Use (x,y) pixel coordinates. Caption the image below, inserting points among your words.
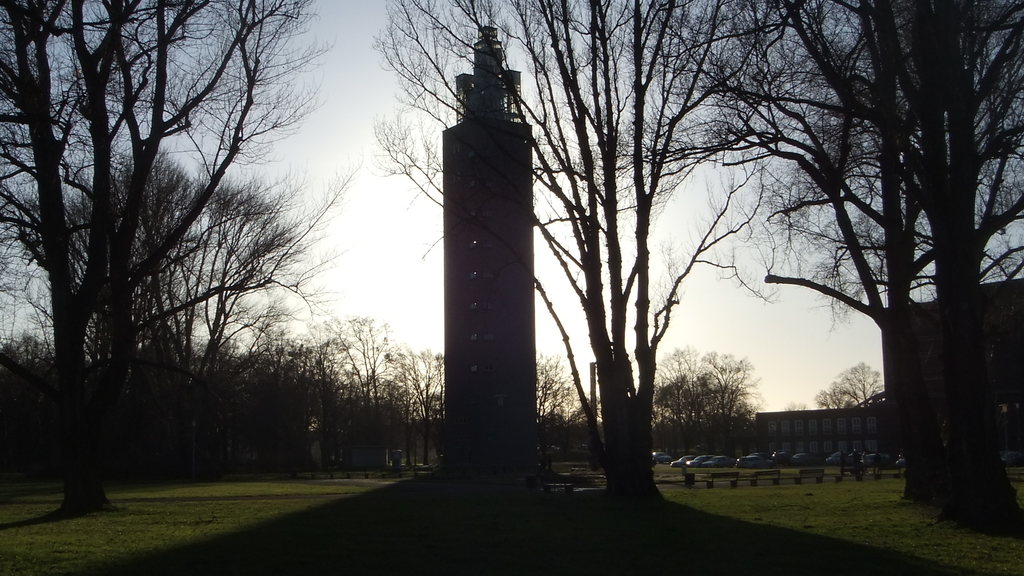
There is a tower (496,166) on the grass (463,515) on the ground (429,523), near group of trees (601,447) on the grass (599,542) on the ground (621,523). In the background (16,300), there are trees (741,377), there are vehicles (789,462) parked on the ground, there are buildings (888,436) and there is sky (338,228).
